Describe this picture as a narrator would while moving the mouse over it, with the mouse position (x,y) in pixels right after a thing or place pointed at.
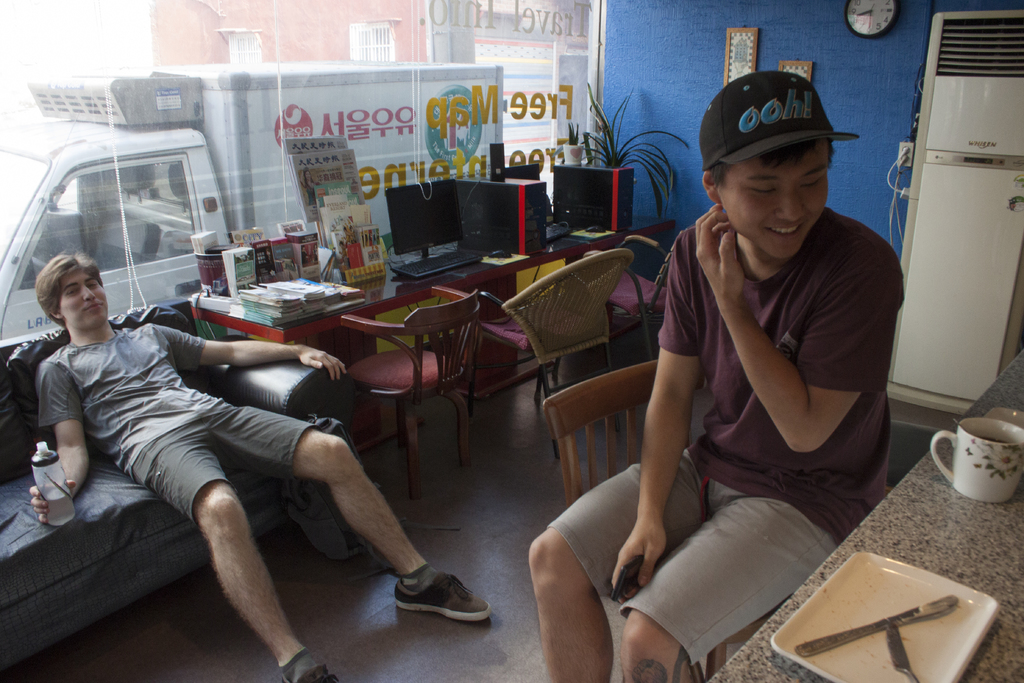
Bottom left side of the image (195,499) a man (151,354) is sitting on a couch (269,377) and holding a bottle (44,465). Top left side of the image (227,36) there is a glass window (413,55) through the glass window (295,84) we can see a vehicle (295,84). Behind the vehicle (455,82) there is a building (210,33). In the middle of the image (414,229) there is a plant (664,181) and there is a table (295,320) on the table (294,334) there are some monitors (446,227) and books (330,242) and frames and there are some chairs (547,278). Top right side of the image (725,4) there is a wall (634,32) on the wall (845,37) there are some frames (738,62) and clock (860,31). Bottom right side of the image (730,536) a man (726,410) is sitting and smiling behind him there is a table (851,554) on the table (1017,555) there is a cup (961,462) and plate (895,562).
